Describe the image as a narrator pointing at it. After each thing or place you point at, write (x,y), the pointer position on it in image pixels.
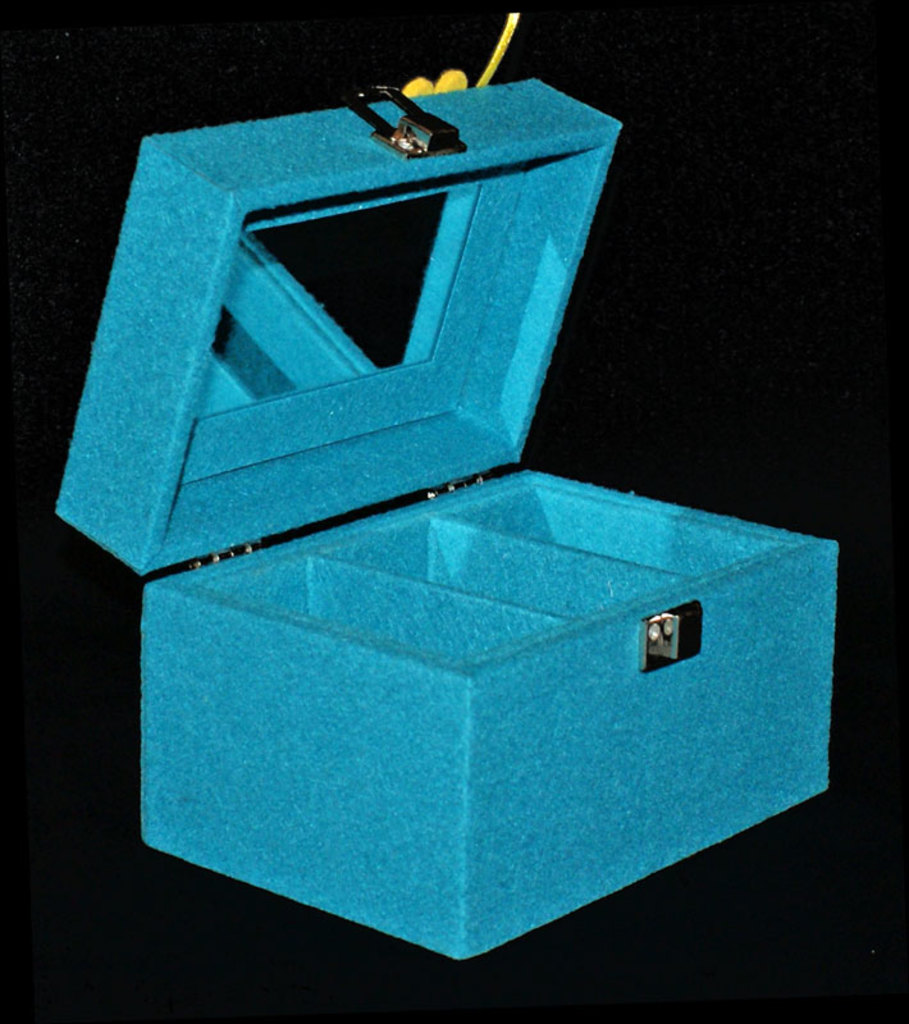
In this image I can see a box (497,464) which is in blue color and I can see black color background (813,909).
